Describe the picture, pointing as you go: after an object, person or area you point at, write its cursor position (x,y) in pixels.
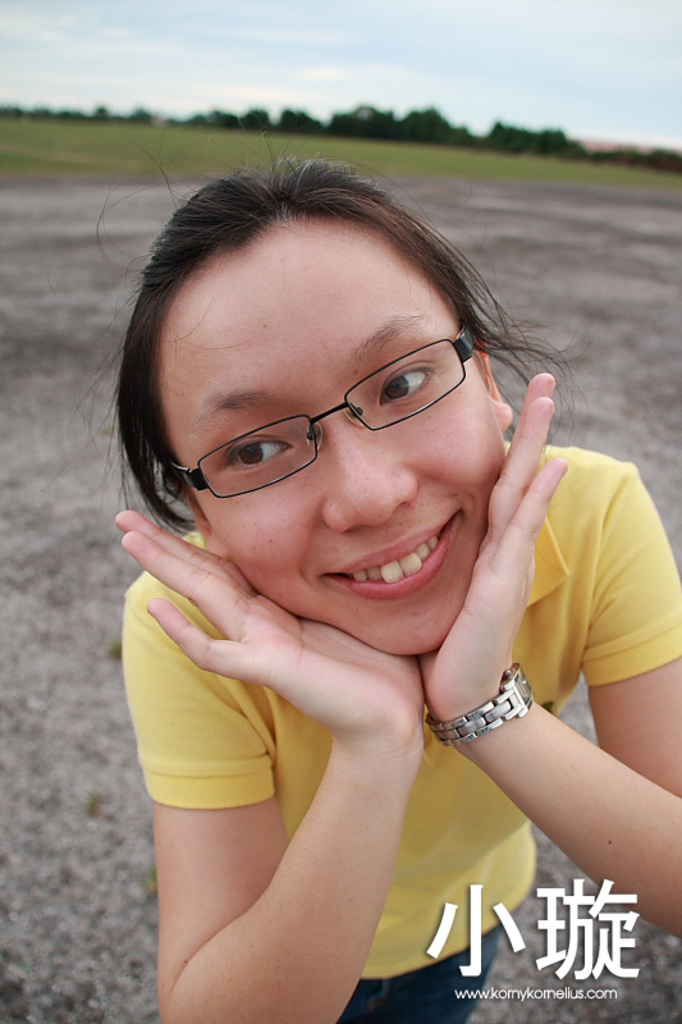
In this image we can see a woman (382,562) wearing the yellow color t shirt (542,657) and also glasses (463,357) and standing and smiling. In the background (51,164) we can see the ground (44,641), trees (380,135) and also the land (376,140). At the top (164,104) there is sky (449,70) and on the right (579,969) we can see the text (510,928) in English and also in different language.
